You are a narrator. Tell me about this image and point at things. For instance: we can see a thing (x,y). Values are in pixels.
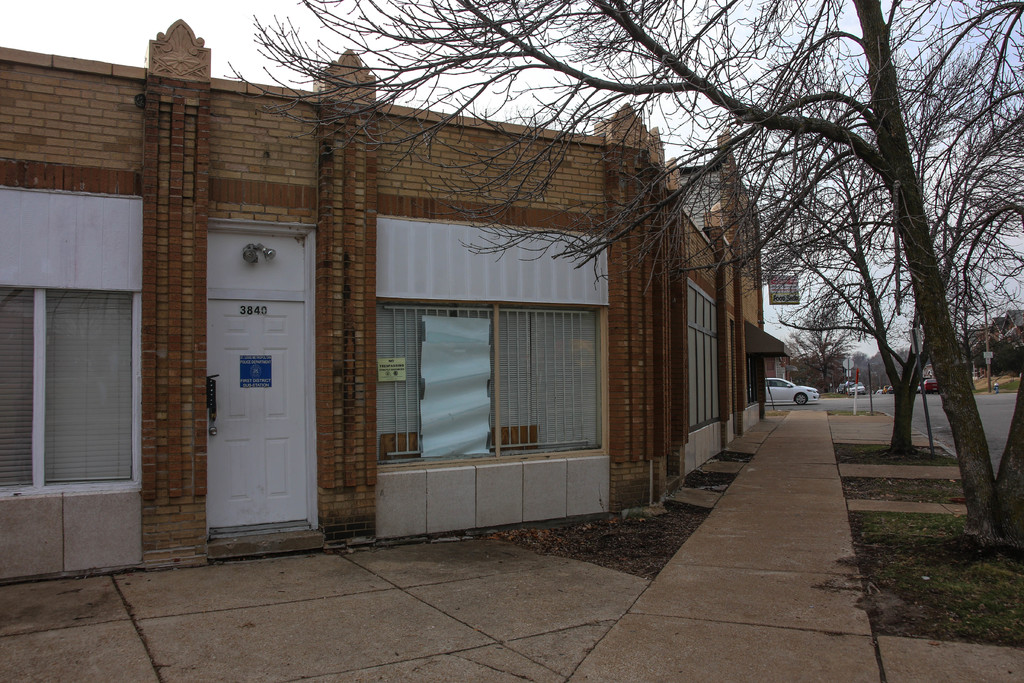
In this picture we can see vehicles (937,382) on the road (920,415), trees (896,391), grass (885,496), footpath (636,652), building (770,346) with windows (595,370), door (264,490), banner (775,285) and in the background (134,24) we can see the sky (151,26).
